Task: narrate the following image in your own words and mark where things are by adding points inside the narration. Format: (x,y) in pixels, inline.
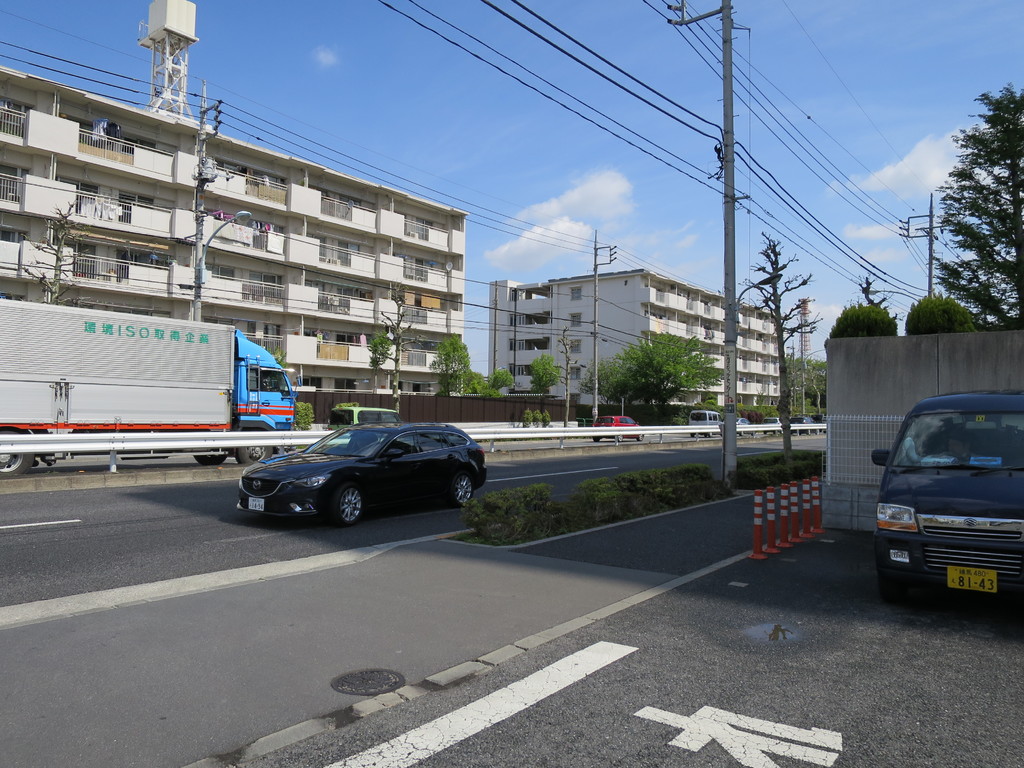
This picture is clicked outside the city (529,429). Here, we see cars (347,488) moving on the road (136,513). On the right side (897,467), we see a black car (939,547) parked on the road (846,562). Beside that, there are traffic stoppers (772,510). On either side of the road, we see electric poles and trees (982,268). In the background (520,302), there are buildings (435,319). At the top of the picture (437,80), we see the sky (582,228).
